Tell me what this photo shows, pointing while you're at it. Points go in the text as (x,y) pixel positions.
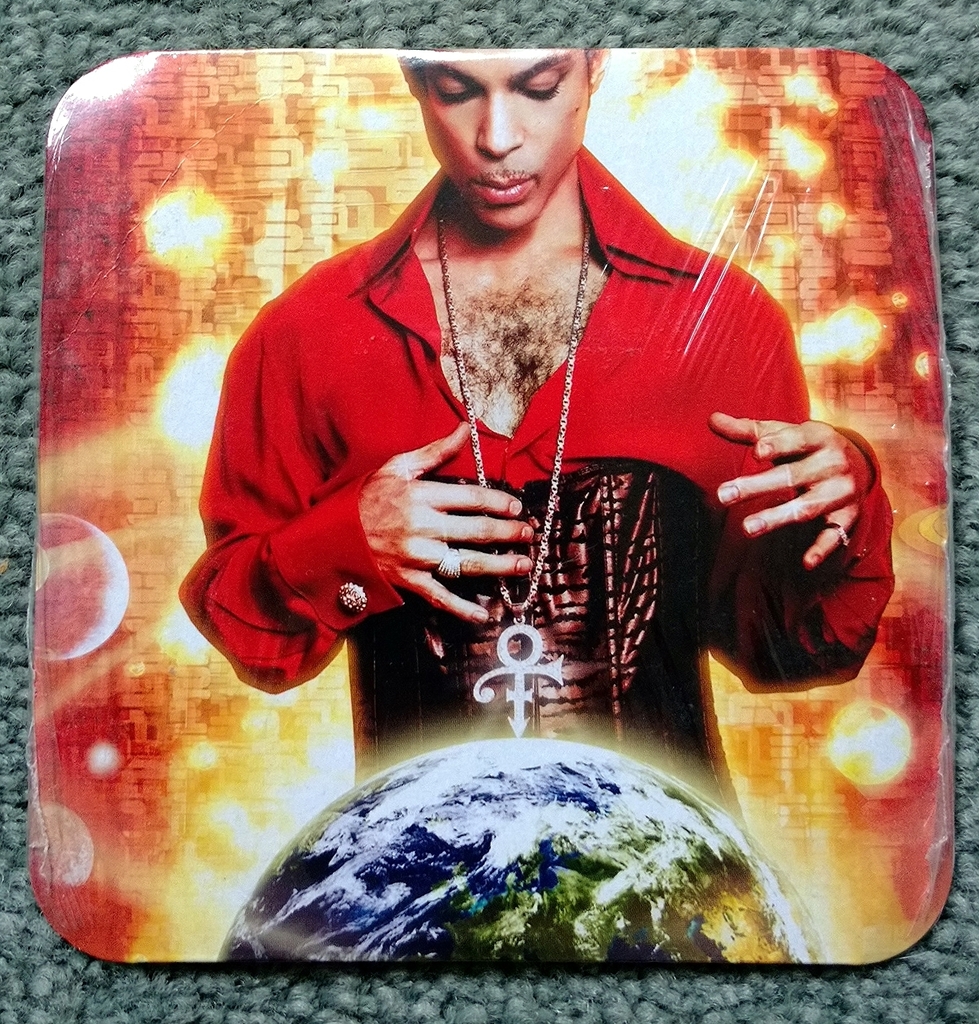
In this image we can see there is a cd cover (304,470), there is a person (307,635) present, in front (801,915) there is a planet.
